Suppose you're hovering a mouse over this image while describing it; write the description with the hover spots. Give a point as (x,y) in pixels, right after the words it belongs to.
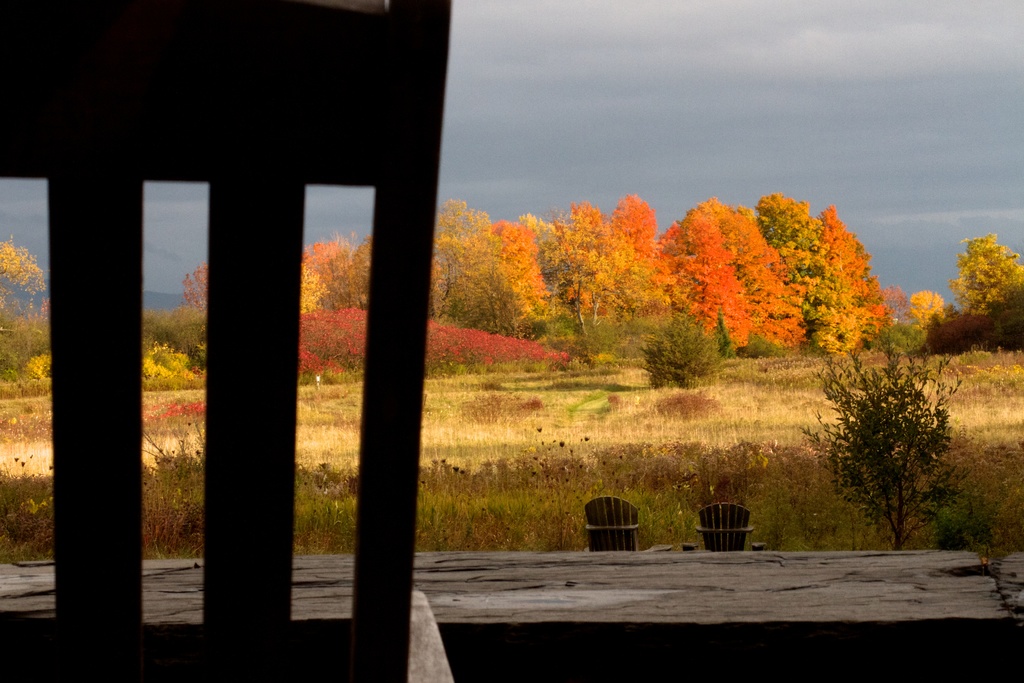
In this image there is a chair (395,591), in the background (469,471) there is grass (745,440), trees (878,462) and the sky (696,118).
